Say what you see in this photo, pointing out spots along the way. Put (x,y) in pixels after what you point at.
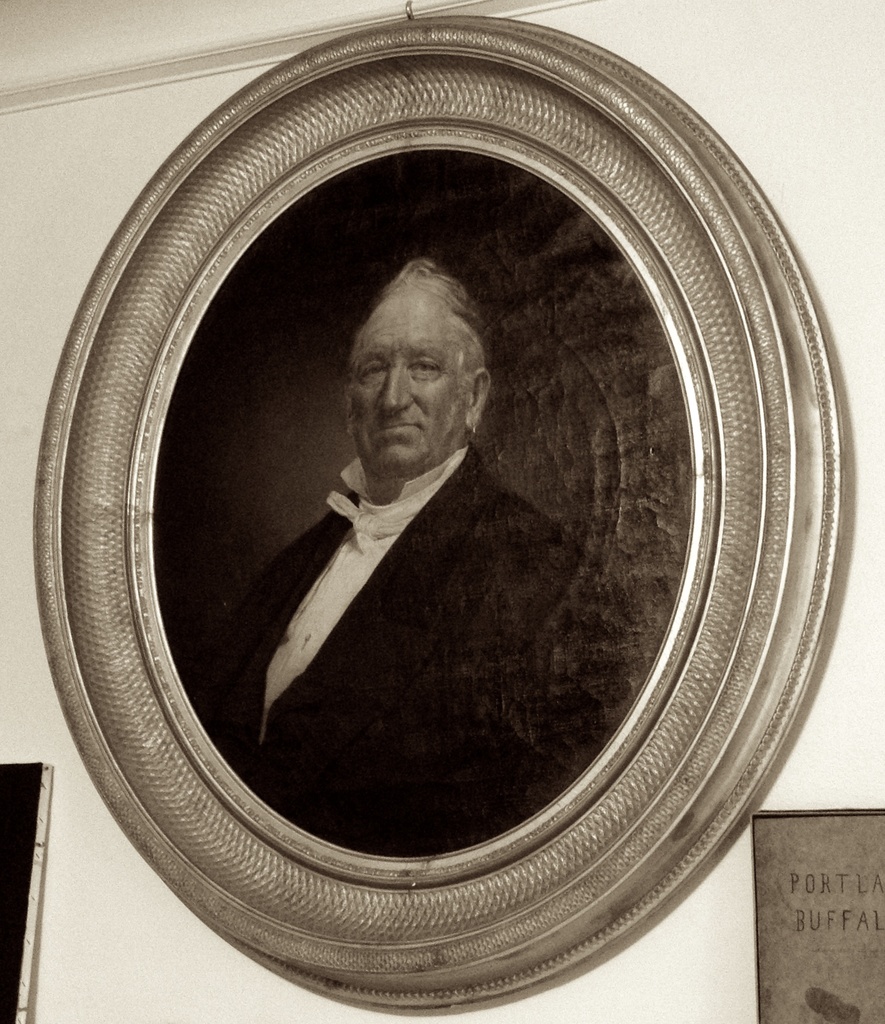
As we can see in the image there is a wall (79,1020), photo frame (274,430). In this photo frame (344,479) there is a man (405,558) wearing black color jacket (376,676).
